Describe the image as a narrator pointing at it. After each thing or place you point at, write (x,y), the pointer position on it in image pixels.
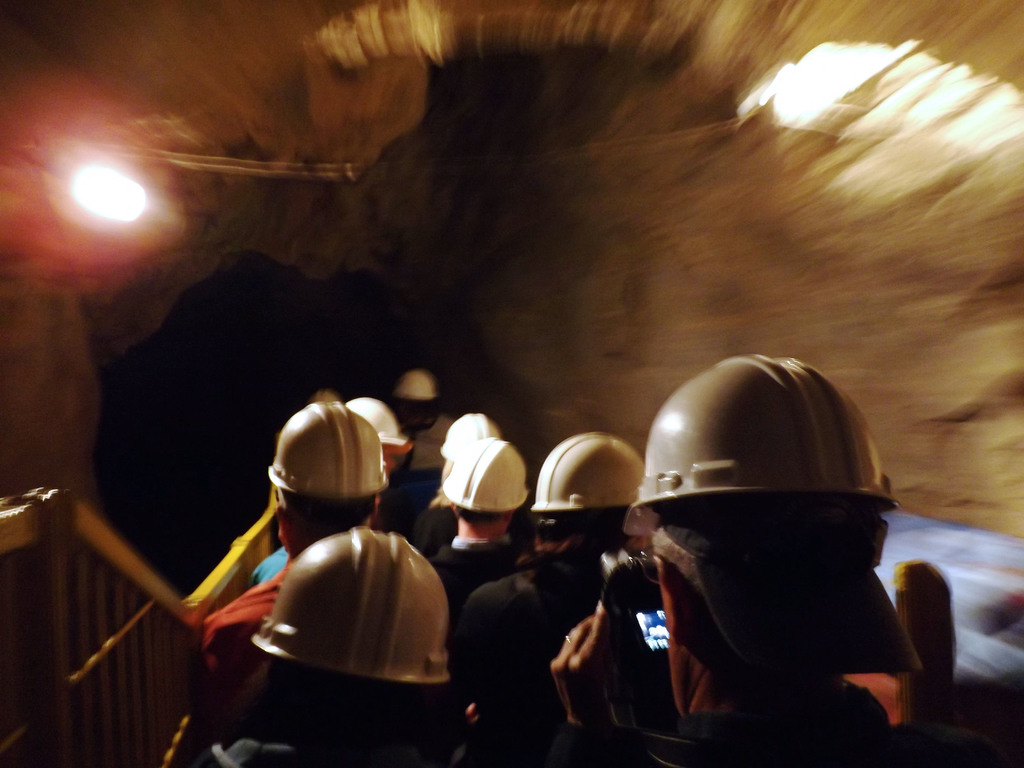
In this picture we can see a group of people (380,606) with the helmets (328,547) are standing on the path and on the left side of the people (329,645) there is iron fence (73,633) and on the top (120,200) there is a light (112,197).
